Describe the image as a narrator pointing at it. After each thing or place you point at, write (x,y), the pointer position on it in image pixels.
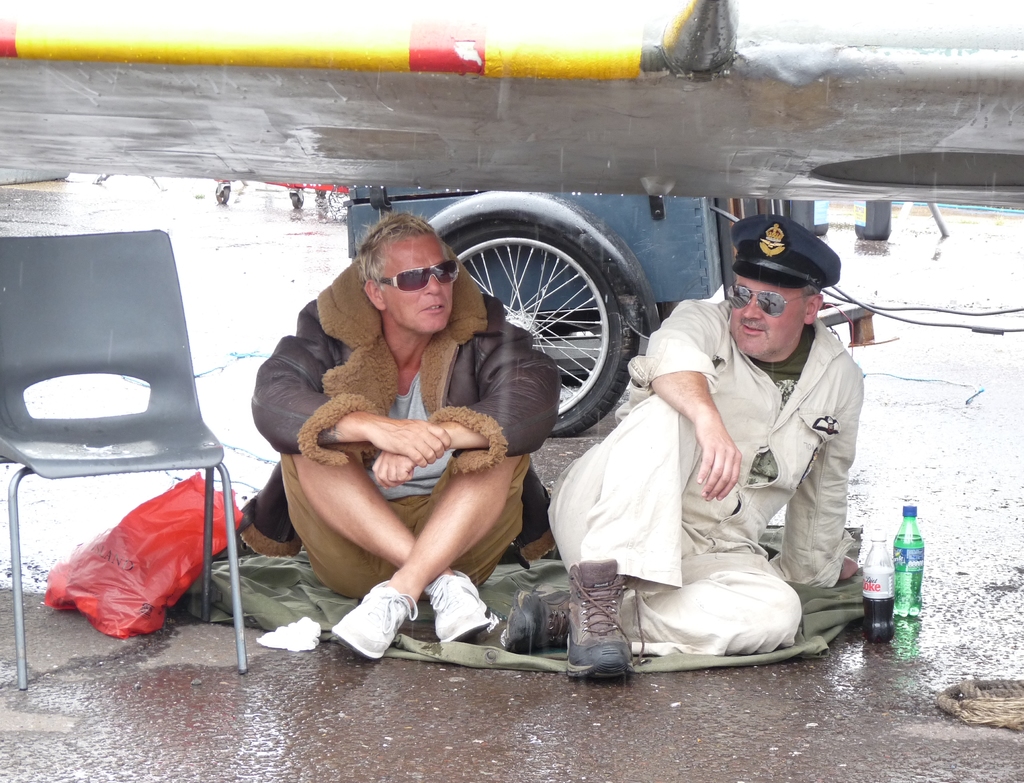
This image consists of the chair (123,295) on the left side (106,286). Under that there is a cover (105,586). There are two persons (568,493) sitting in the middle (471,395). They are wearing goggles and shoes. There are two bottles (874,550) on the right side (886,637). Behind them there is some vehicle (546,335).
